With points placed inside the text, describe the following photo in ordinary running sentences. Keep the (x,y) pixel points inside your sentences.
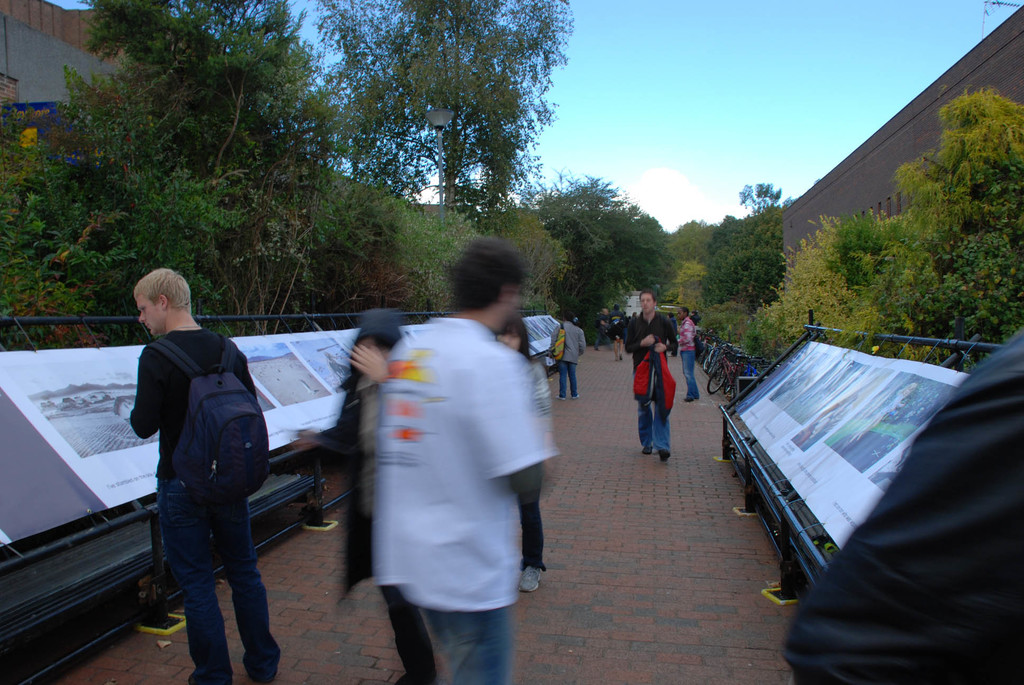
In this image I can see the ground (611,364), few persons (506,354) standing on the ground (592,357) and I can see few banners (308,368) attached to the both sides of the ground (630,531). I can see few trees (577,312) which are green and yellow in color. I can see few buildings (55,54) and in the background (792,116) I can see the sky (675,153).
